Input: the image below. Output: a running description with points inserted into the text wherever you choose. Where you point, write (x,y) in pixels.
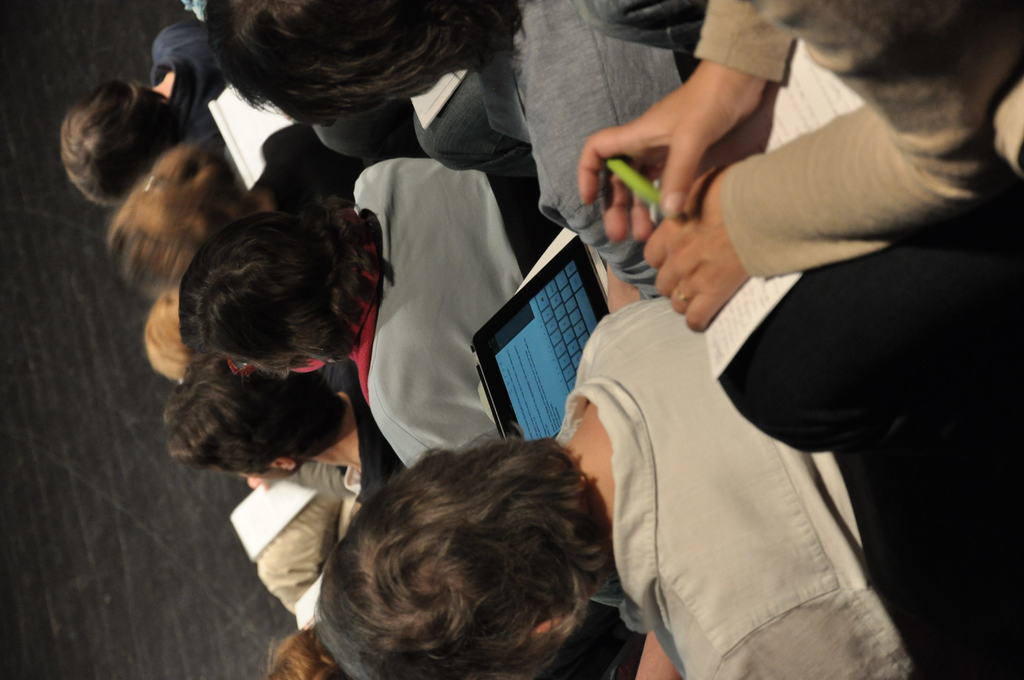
In this image I can see number of people (177,268) are sitting. I can also see most of them are holding white color papers (716,333) and in the center (595,266) I can see an electronic device (585,303), I can also see a screen keyboard (575,336) on its screen (566,341) and on the right side (700,297) I can see one person (706,183) is holding a green color thing (641,195).
